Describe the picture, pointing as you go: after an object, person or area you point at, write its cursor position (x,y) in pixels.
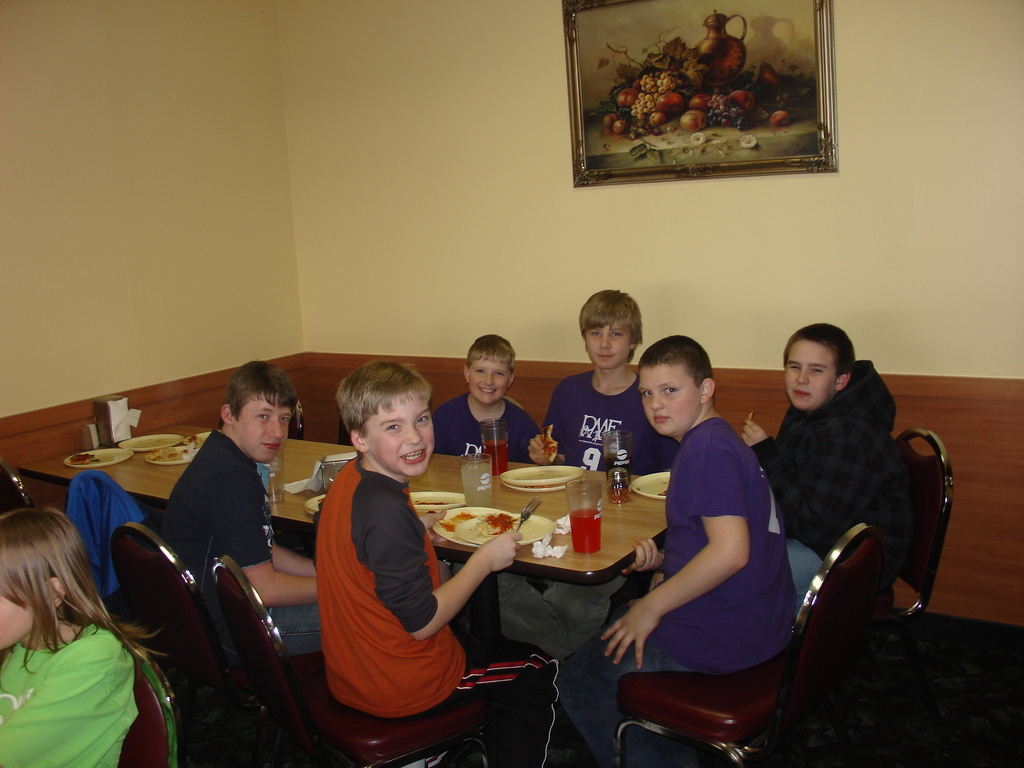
In this image there are group of people (689,373) who are sitting around the table (551,565). On the table (564,490) there are plates (536,528), glasses (495,448), forks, tissues (121,427) on it. It seems like there are children (658,461) who are having a food (500,518). At the wall (470,197) there is a photo frame (676,96).
